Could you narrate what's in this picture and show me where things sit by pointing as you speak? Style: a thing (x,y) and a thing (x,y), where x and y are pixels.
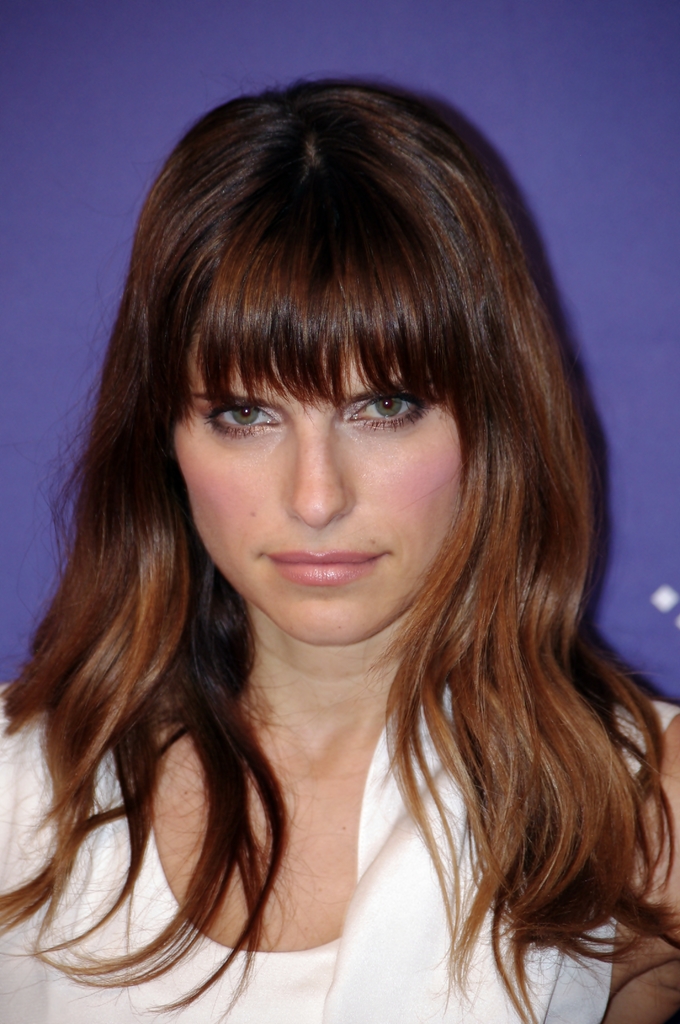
In this image we can see one woman (289,469) in white dress (285,1003), two white objects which looks like dots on the right side of the image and there is a blue background (36,594).
